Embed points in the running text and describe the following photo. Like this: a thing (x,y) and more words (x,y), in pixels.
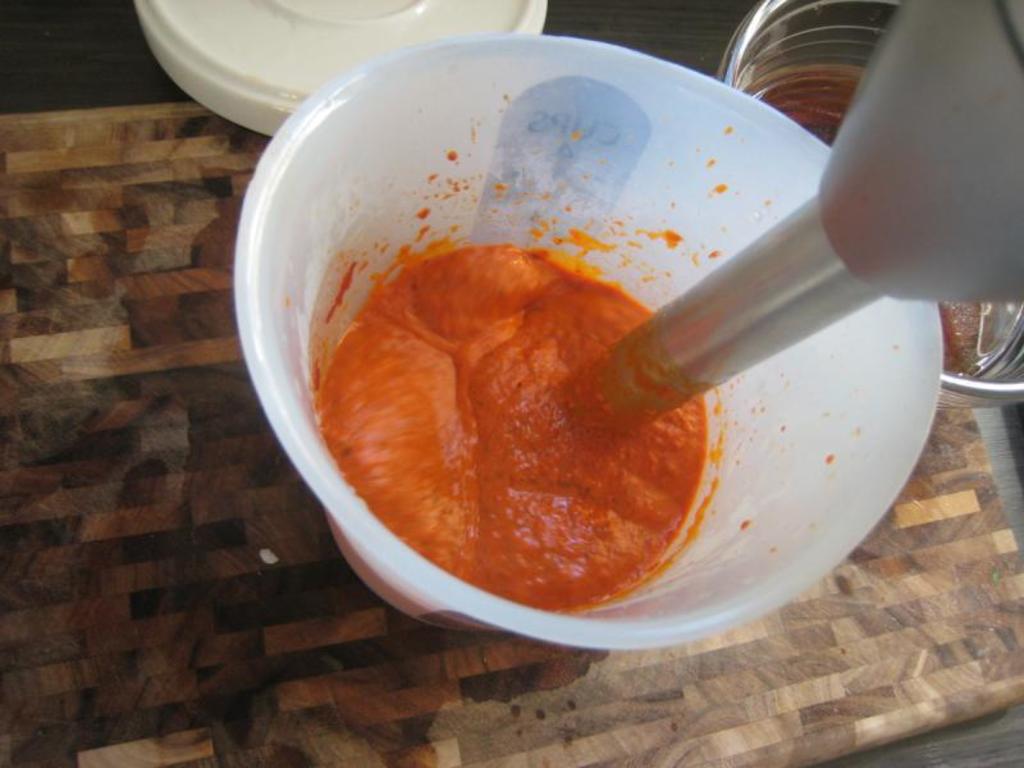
In this image I can see in the middle (483,481) it looks like a food (574,415) in the glass (731,187) and there is a machine (680,339) in it. On the right side (857,16) there is a glass bowl (875,16), at the top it looks like a lid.
